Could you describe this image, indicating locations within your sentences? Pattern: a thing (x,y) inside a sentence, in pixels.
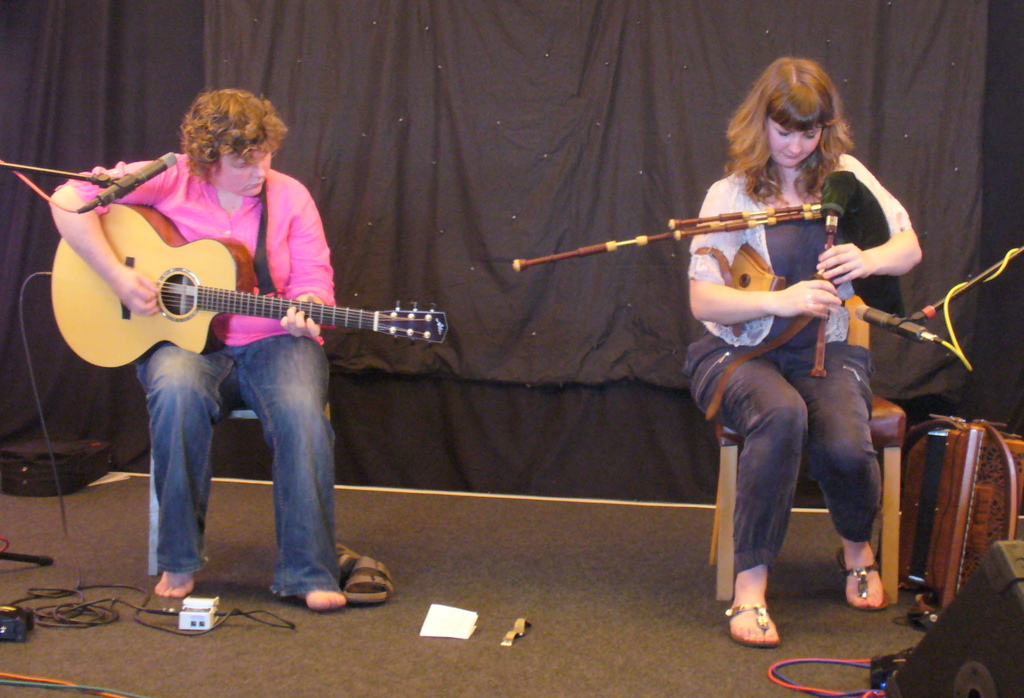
In this picture there are two women (752,578) sitting in the chair (886,509) one of them is playing guitar (64,254) and another one is looking at the instrument (754,214).
